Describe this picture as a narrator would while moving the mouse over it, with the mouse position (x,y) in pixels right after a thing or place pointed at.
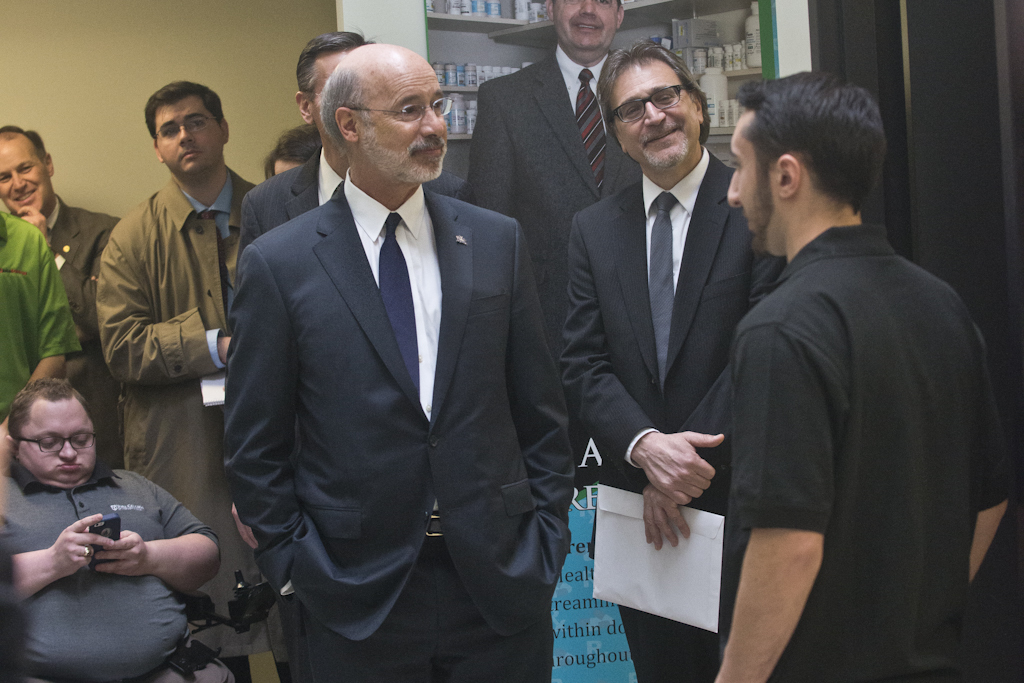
In this image at front (389,100) people (484,471) are standing on the floor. Behind them there are few bottles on the shelf (654,27). At the back side (260,87) there is a wall (219,65).
